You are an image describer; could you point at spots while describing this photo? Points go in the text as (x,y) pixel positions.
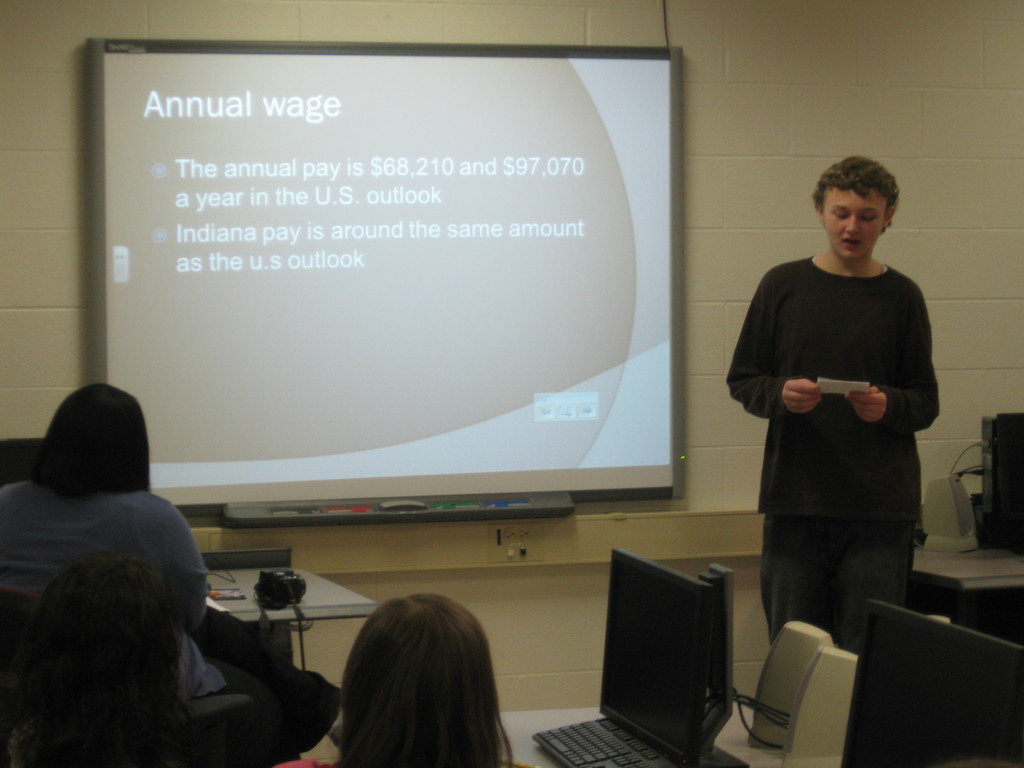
In this image we can see a person (860,399) standing and holding something in the hand (811,398). There are few people (110,647) sitting. There are tables (234,573). On the tables (234,573) there is camera (262,578), computers (690,691), keyboard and few other things (963,540). In the back (256,82) there is a wall (715,131) with a screen (337,308). Near to the screen (270,484) there are markers (450,502) and a duster (403,501).
